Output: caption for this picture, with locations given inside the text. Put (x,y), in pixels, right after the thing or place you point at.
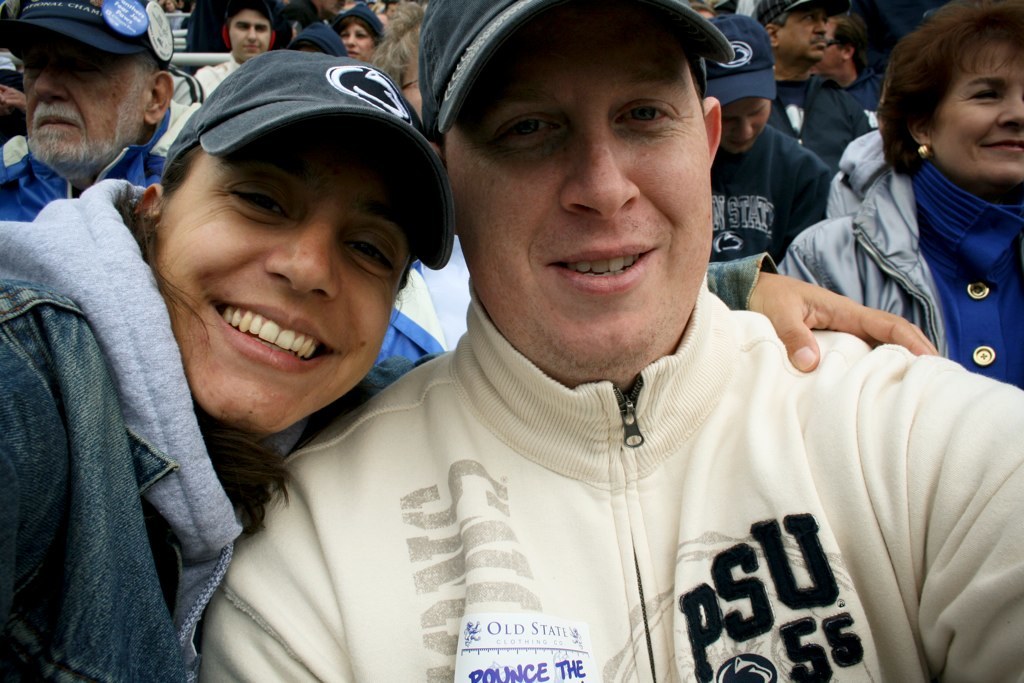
This image consists of picture of group of people (532,26). We can see a person (682,361) wearing a white jacket (721,635) and cap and a lady (13,352) wearing blue jacket (84,335) and cap (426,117) in the foreground (463,180).
